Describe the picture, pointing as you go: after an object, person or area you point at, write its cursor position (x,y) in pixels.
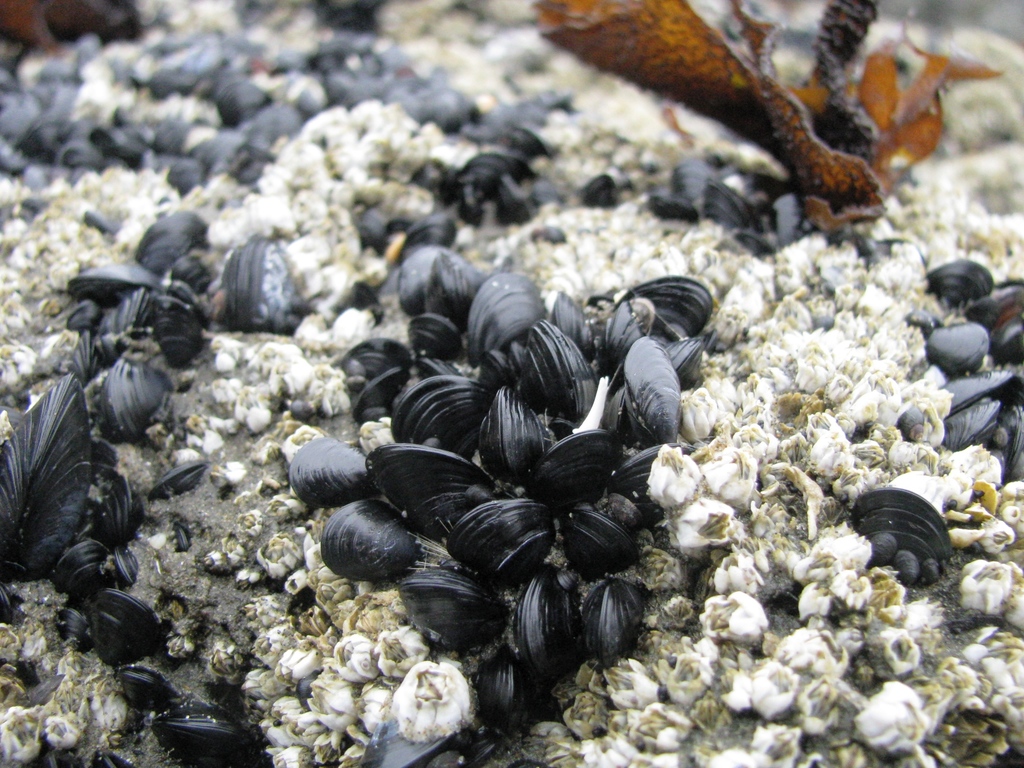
In this image we can see a group of shells (430,391). Beside the shells (633,403) there are few white objects (884,347). On the top right (746,95), we can see a brown object (741,97) looks like a leaf (746,117).
